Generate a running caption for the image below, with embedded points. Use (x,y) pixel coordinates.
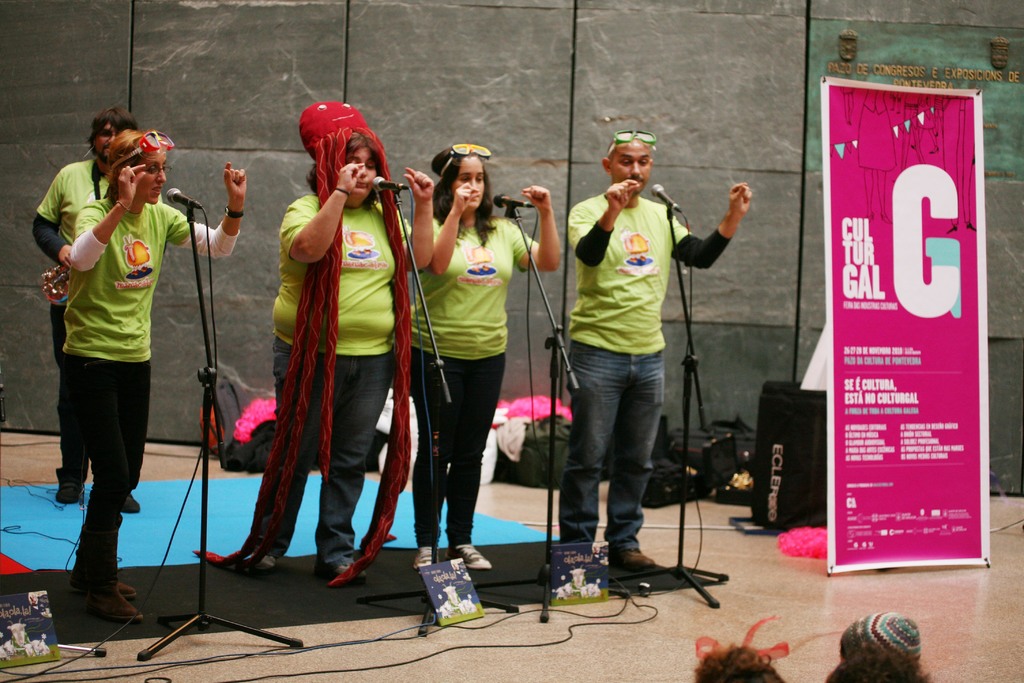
There are four people (600,283) standing, in front of these four people (550,201) we can see microphones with stands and we can see cables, boards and banner (883,554). Background (31,273) there is a man (54,258) holding a musical instrument (45,276) and we can see wall (1015,394), bags (261,429) and clothes (548,408). Bottom of the image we can see persons heads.
